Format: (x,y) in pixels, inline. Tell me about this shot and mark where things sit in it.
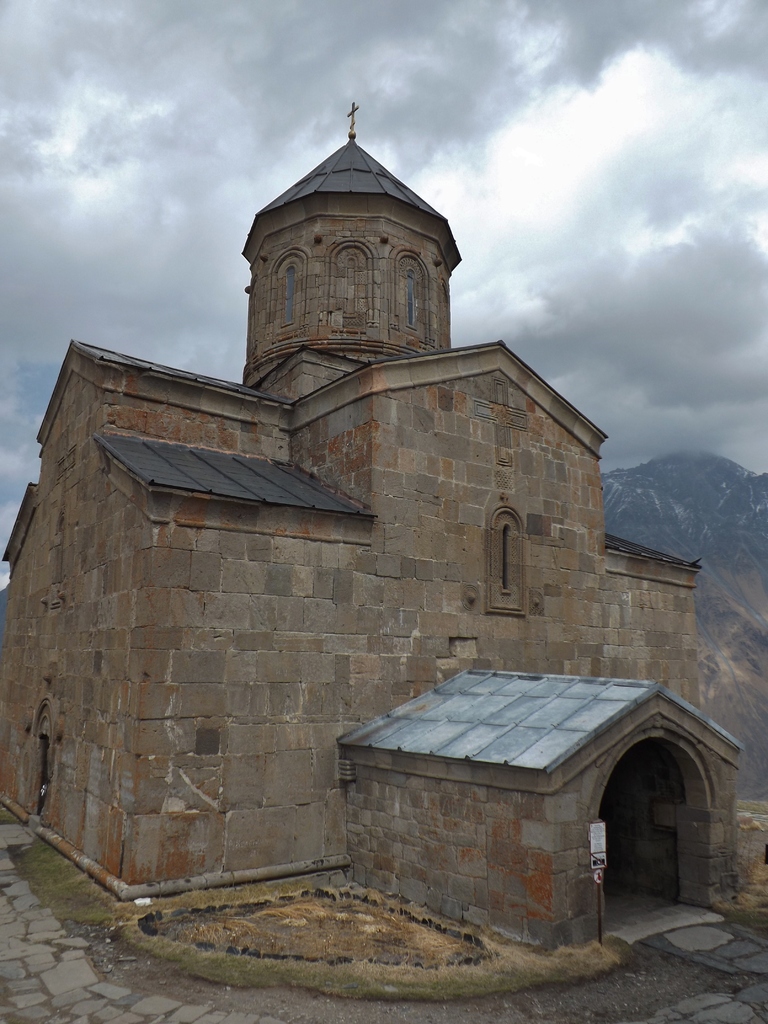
In this image, this looks like a church building (324,639). This is a board (599,864) attached to a pole (599,902). I can see a holy cross symbol (350,136) at the top of the spire (356,156). These are the clouds (300,166) in the sky (516,94).
